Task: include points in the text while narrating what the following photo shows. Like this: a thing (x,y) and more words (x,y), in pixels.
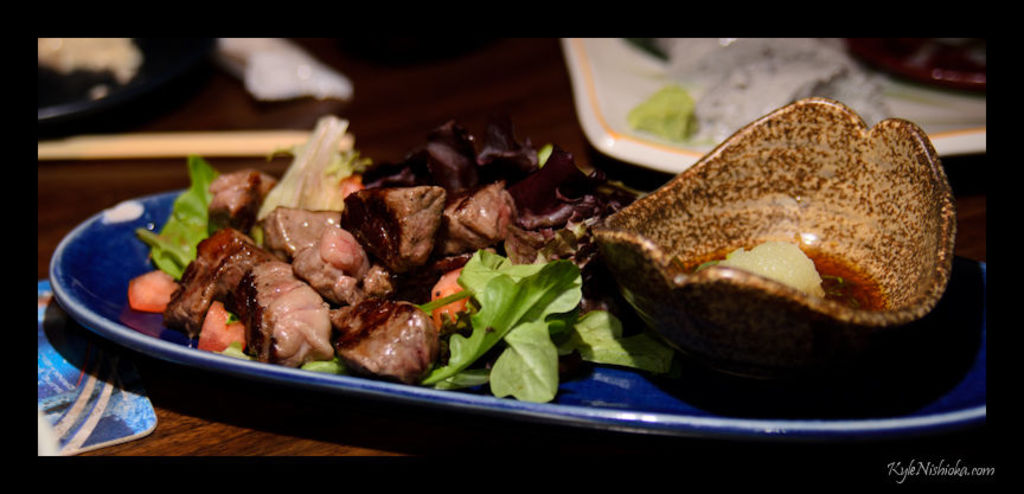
In the picture there is a table (461,99), on the table (461,99) there is a plate (486,403) with the food items (590,211), beside the plate (582,217) there may be chopsticks (258,146) and another plate (693,75) with some food items (693,75).
